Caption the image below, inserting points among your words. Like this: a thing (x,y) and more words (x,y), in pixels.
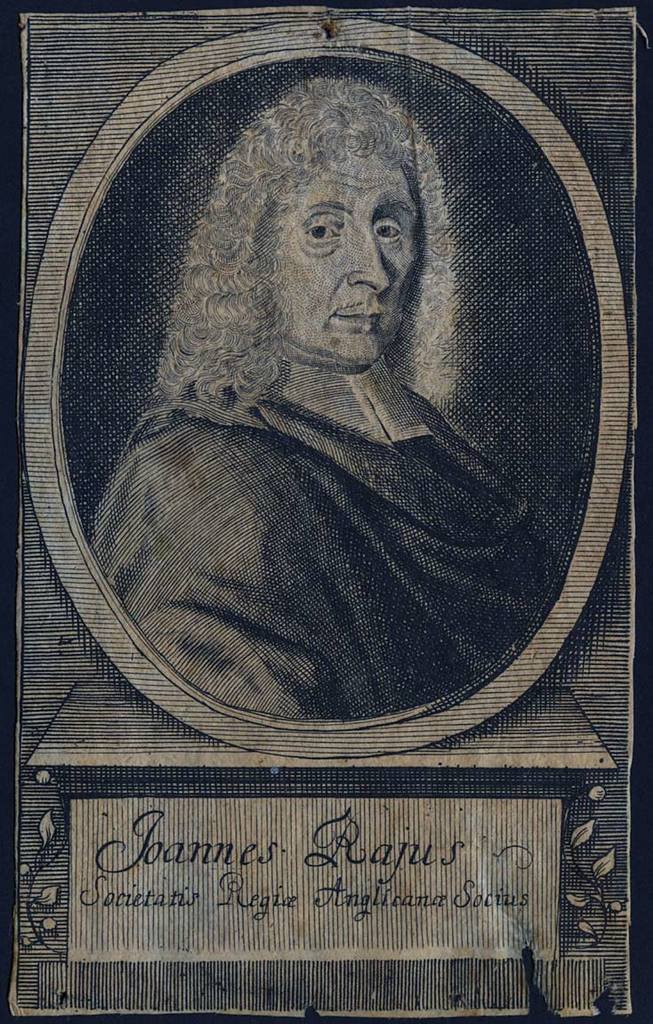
Here there is a person (353,388) wearing clothes (337,623).
